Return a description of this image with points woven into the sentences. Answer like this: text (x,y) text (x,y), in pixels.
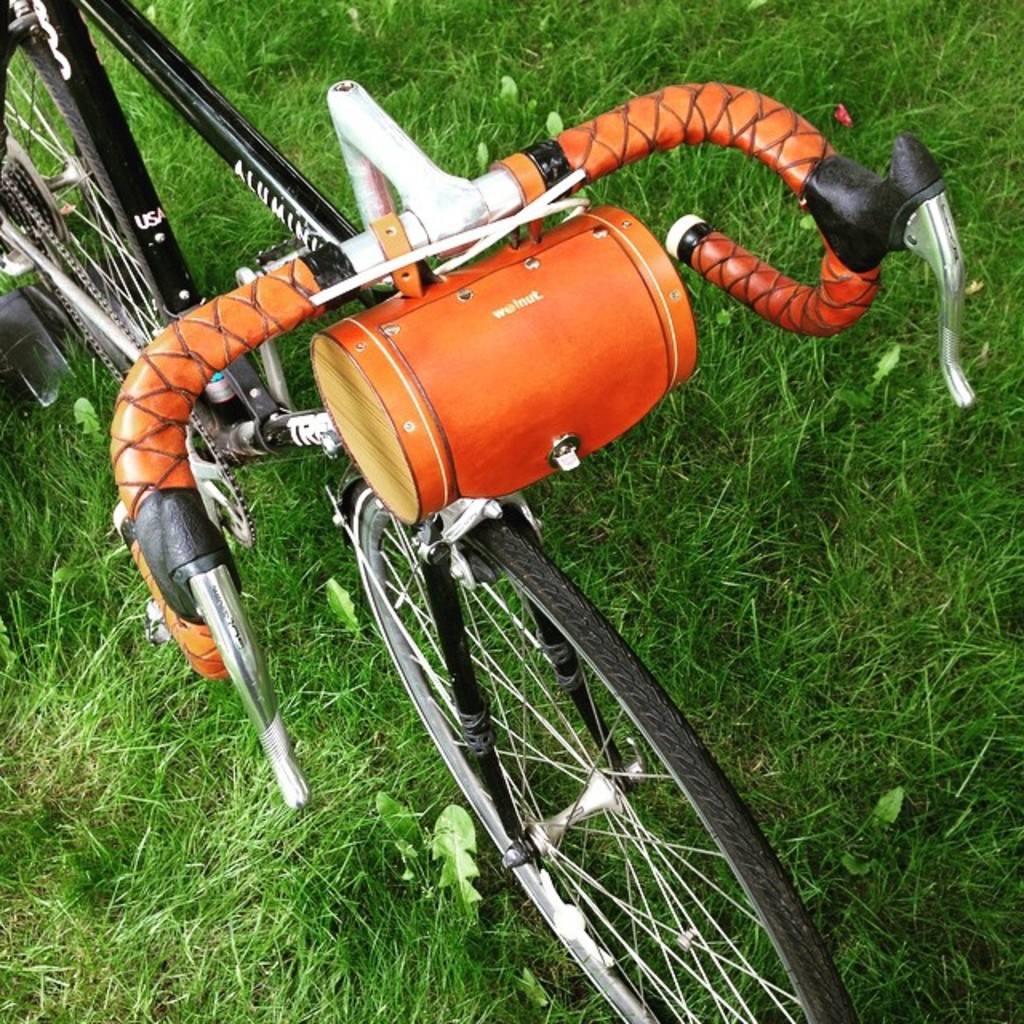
In this image I see a cycle (54,264) which is on the grass (167,113).
